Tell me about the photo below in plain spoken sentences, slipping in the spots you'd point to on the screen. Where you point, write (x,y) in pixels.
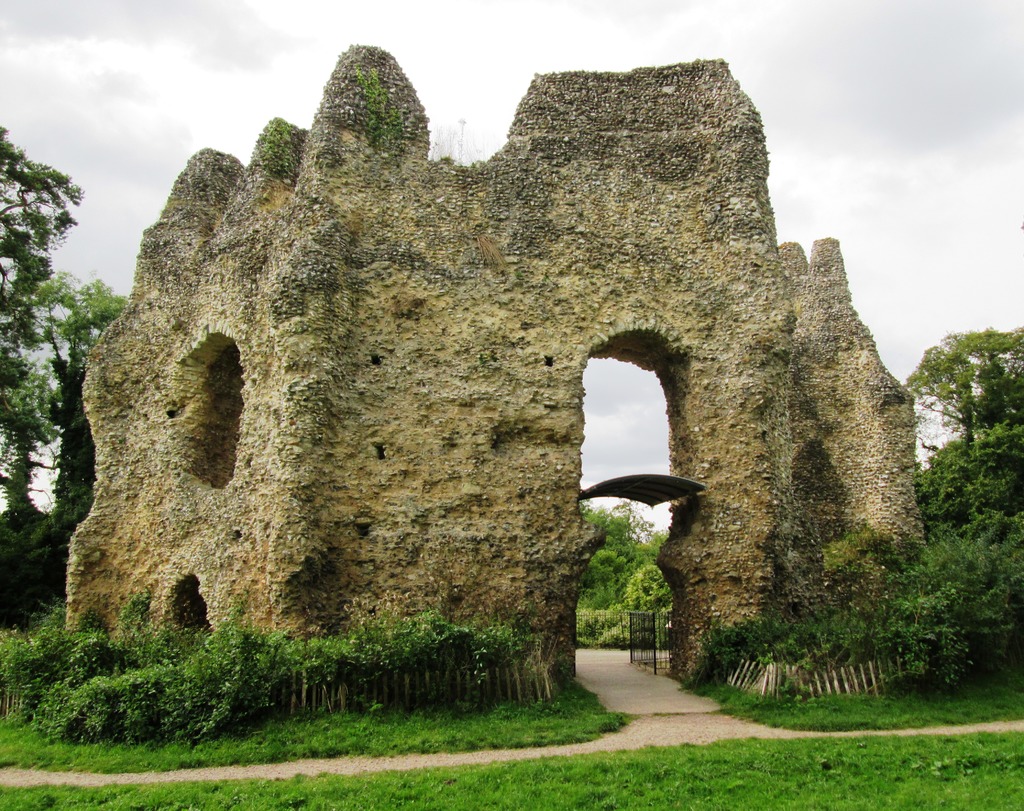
In the center of the image (477,423) there is a wall (712,403) and we can see an arch (630,526). At the bottom (411,776) there is grass (744,780) and we can see a fence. In the background (119,62) there are trees (34,376) and sky (120,48).
